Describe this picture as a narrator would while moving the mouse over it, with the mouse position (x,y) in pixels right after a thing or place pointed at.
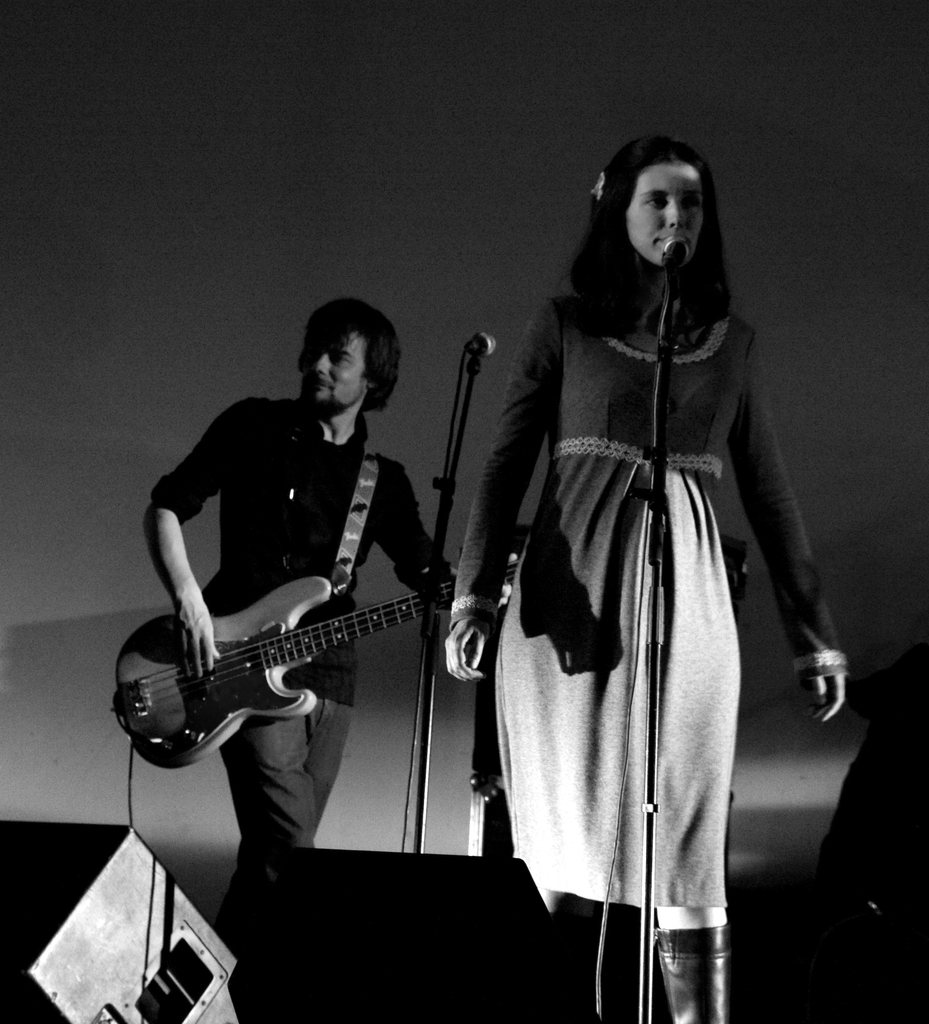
In this picture we can see man (304,479) standing and holding guitar (313,600) in his hand (195,615) and playing it and in front (644,198) woman (601,264) singing on mic (657,705) they both are on stage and this is black and white picture.
